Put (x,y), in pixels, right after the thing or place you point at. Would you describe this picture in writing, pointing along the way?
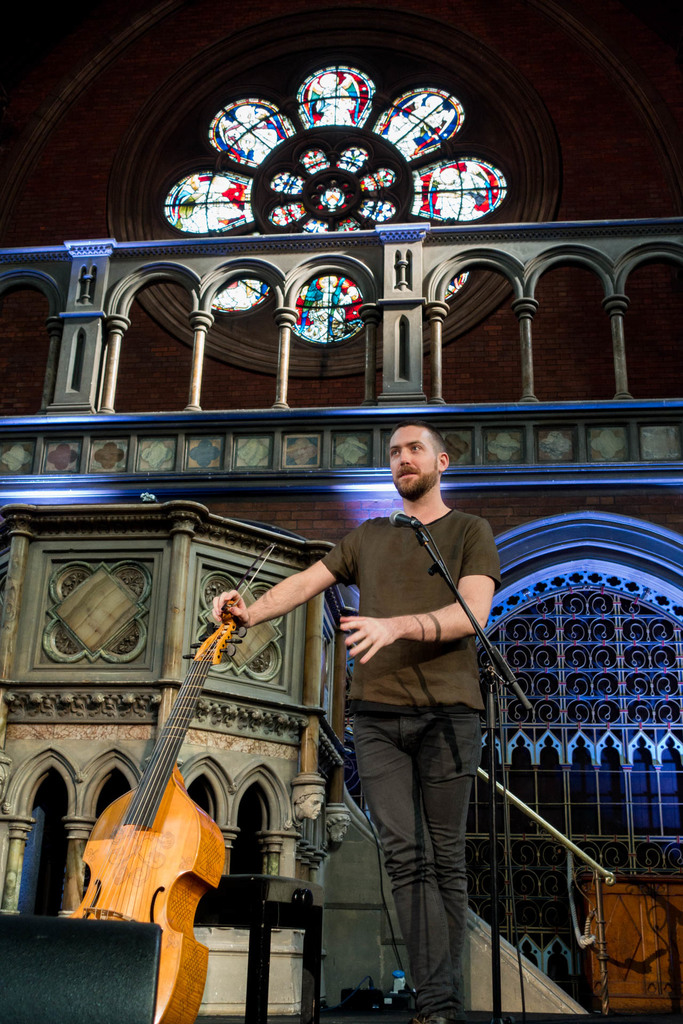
In this image the men (386,633) is standing and holding a violin (159,773) in-front there is mic (403,521), at the back ground (468,377) there is a building (347,387).
